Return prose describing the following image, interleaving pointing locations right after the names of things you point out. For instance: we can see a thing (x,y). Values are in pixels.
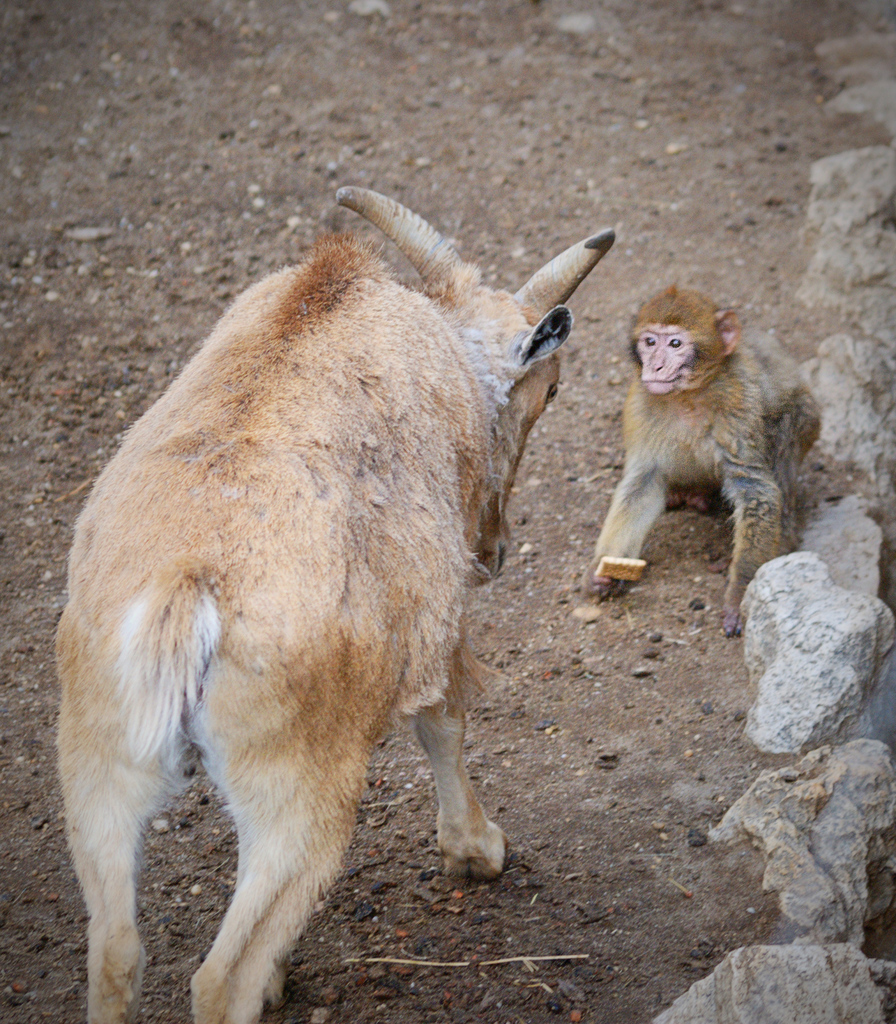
In this picture we can observe a goat (243,466) which is in cream color. In front of the goat (486,420) we can observe monkey (680,448). Both of them are on the land (502,743). We can observe stones (873,197) on the right side (802,706).
